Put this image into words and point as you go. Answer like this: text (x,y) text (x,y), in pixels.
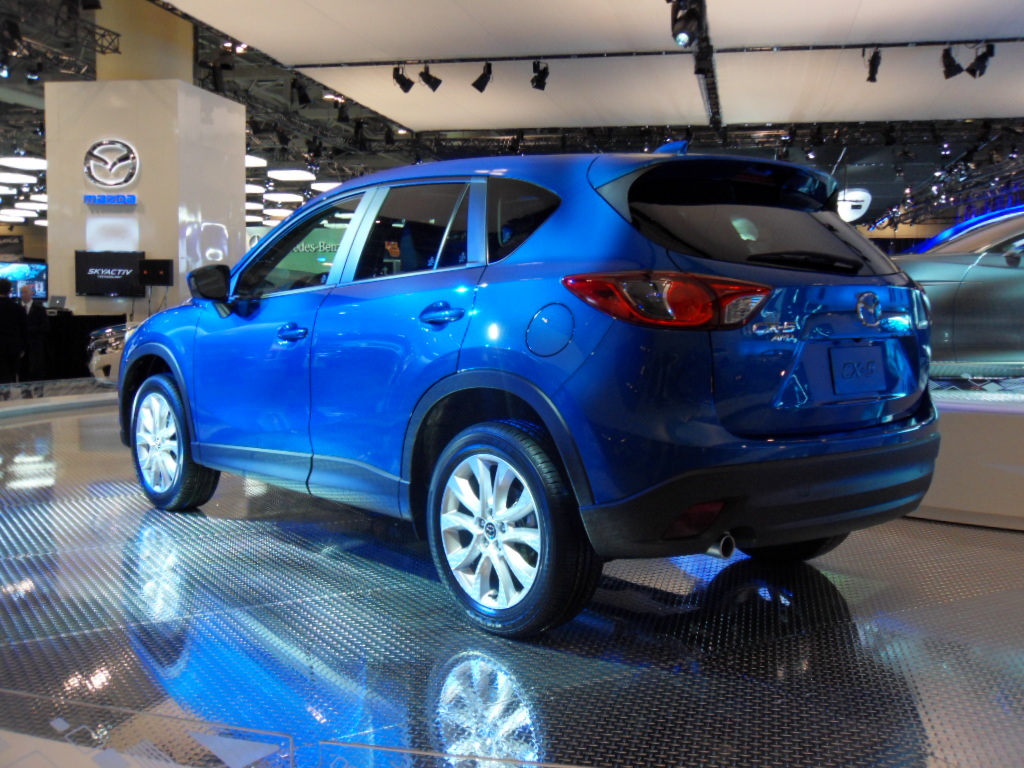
In the image we can see a vehicle (522,350) blue in color, this is a floor (286,628). There are people (19,338) wearing clothes (19,322), this is a logo (97,172).
